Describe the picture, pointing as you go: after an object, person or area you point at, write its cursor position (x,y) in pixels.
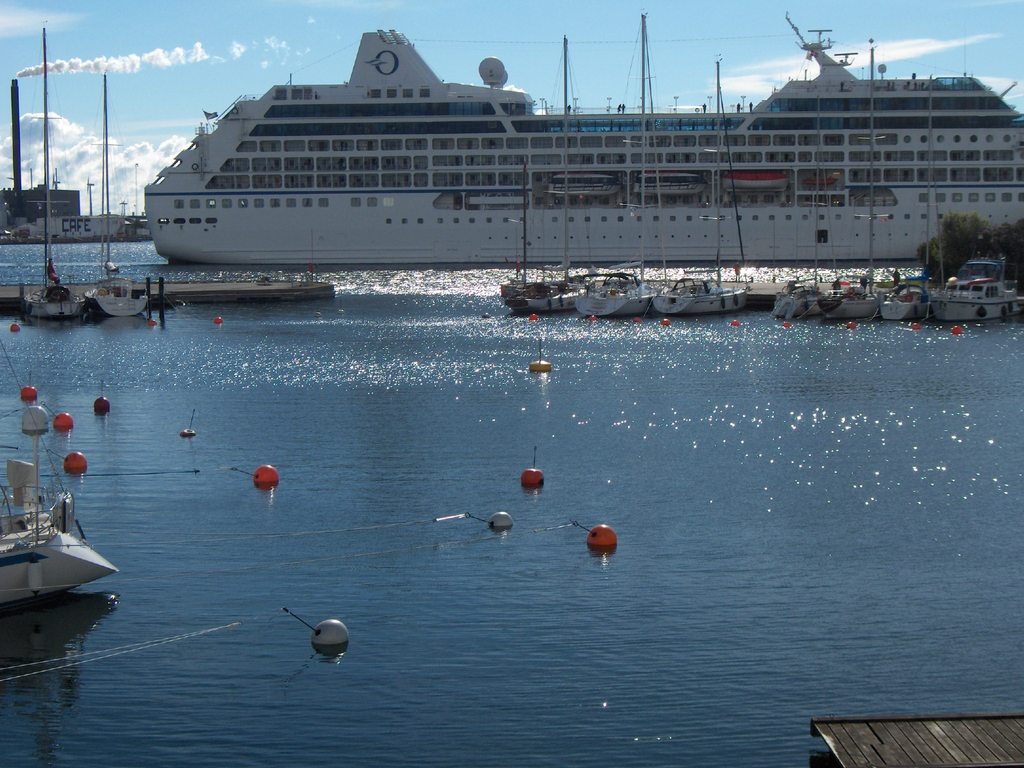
In this image I can see there are balls (611,545) in the water (376,576) and there are boats (977,292), at the top (533,196) it is a very big ship (491,225) and there is the sky (160,66).
